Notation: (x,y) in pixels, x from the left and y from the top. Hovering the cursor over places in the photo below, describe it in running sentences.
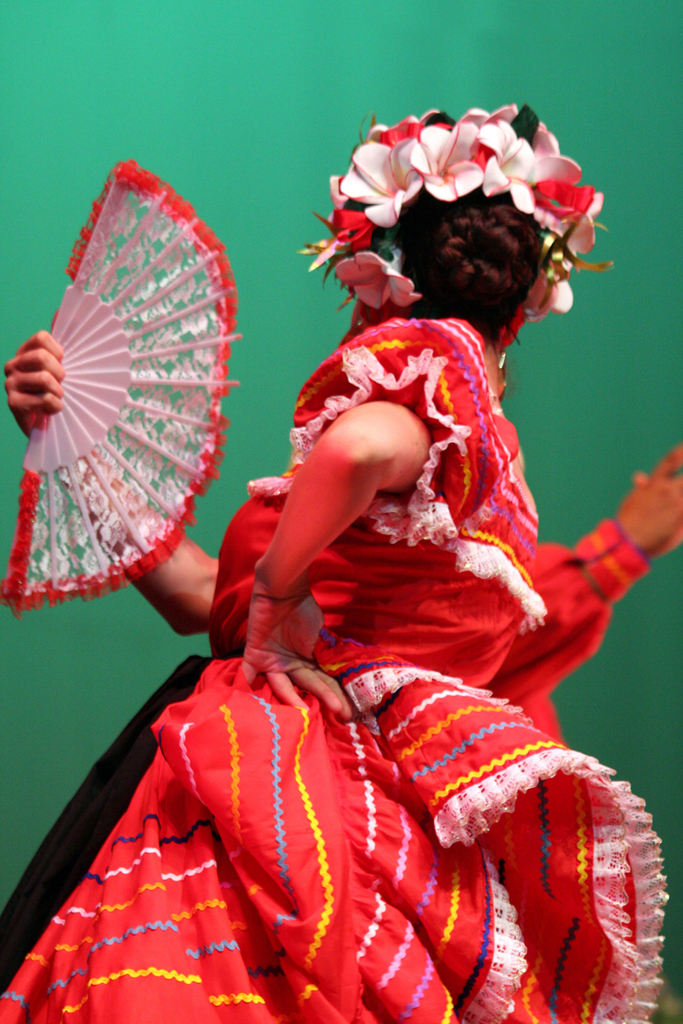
In this image a woman (324,620) wearing a red dress (469,714) is holding a hand fan (111,290). Behind her there is a person (549,592). Woman (420,274) is wearing few flowers (414,180) on her head (483,307). Background (332,72) is green in colour.
